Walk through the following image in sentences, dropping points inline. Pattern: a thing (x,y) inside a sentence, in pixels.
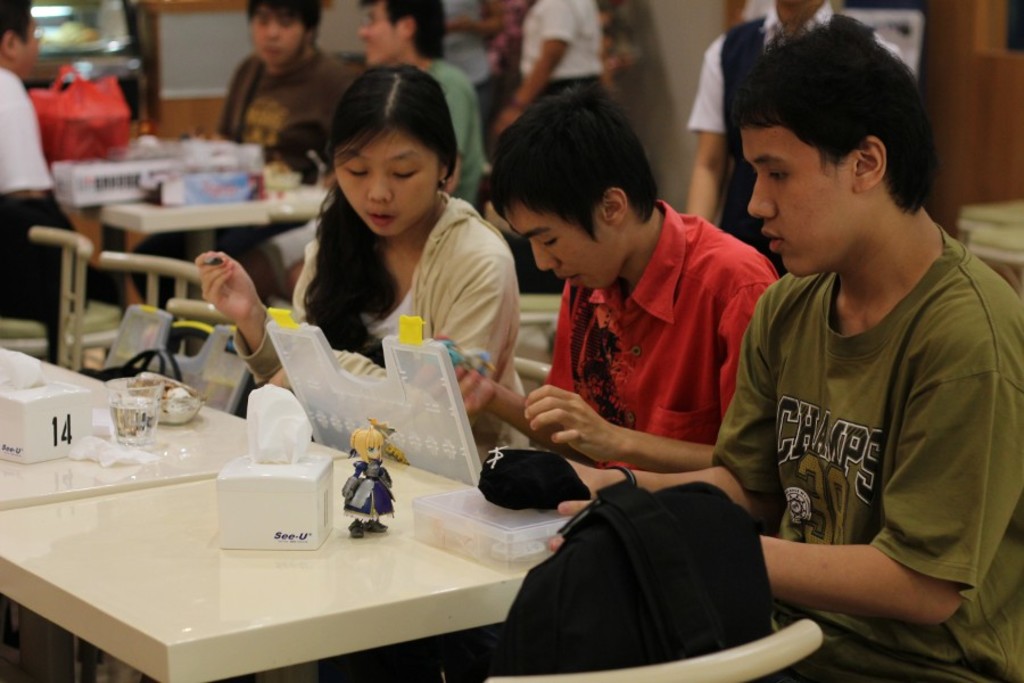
In this image we can see many people (536,223) sitting on chairs (740,657). Some are standing. There are tables (386,594). On the tables (397,585) there are boxes (54,386) with tissues (261,425), toy (391,483) and some other things (89,109). Also there is a bag (708,599) on the chair (723,665).
